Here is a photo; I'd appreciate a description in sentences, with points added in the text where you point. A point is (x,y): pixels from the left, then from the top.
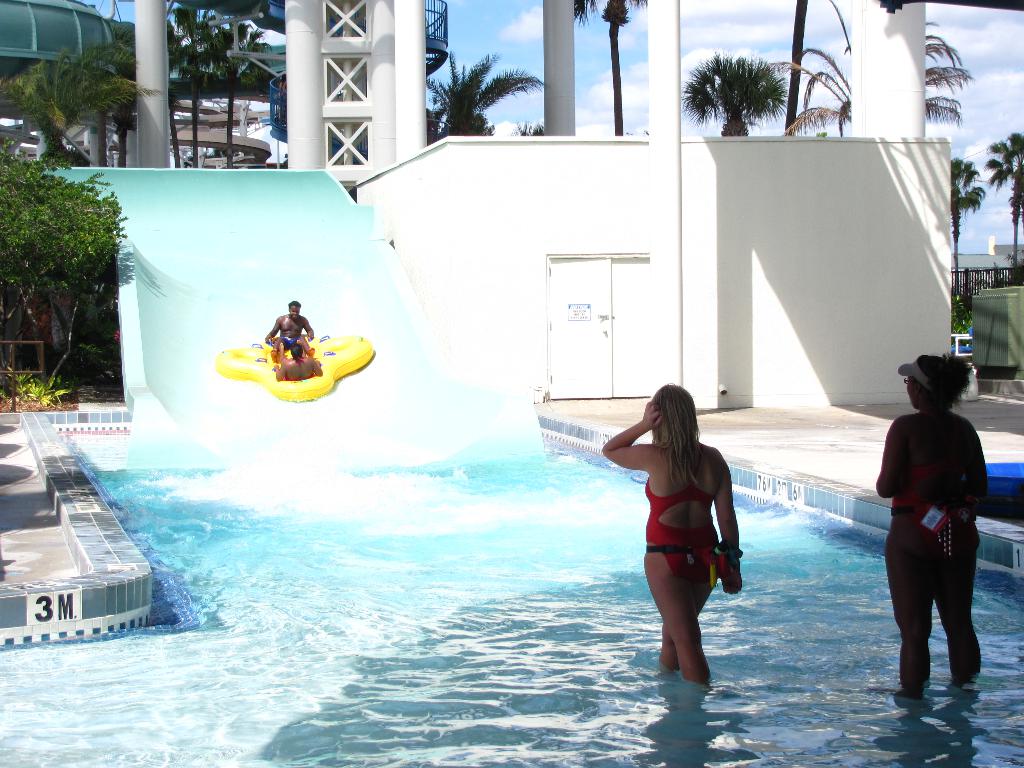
In this image I can see slide (333,401), a yellow colour thing (317,354) and on it I can see two people (279,322) are sitting. I can also see water (255,655), number of trees (70,328), number of pillars (918,108), clouds (990,122), the sky (485,54) and here I can see two women (672,398) are standing.
